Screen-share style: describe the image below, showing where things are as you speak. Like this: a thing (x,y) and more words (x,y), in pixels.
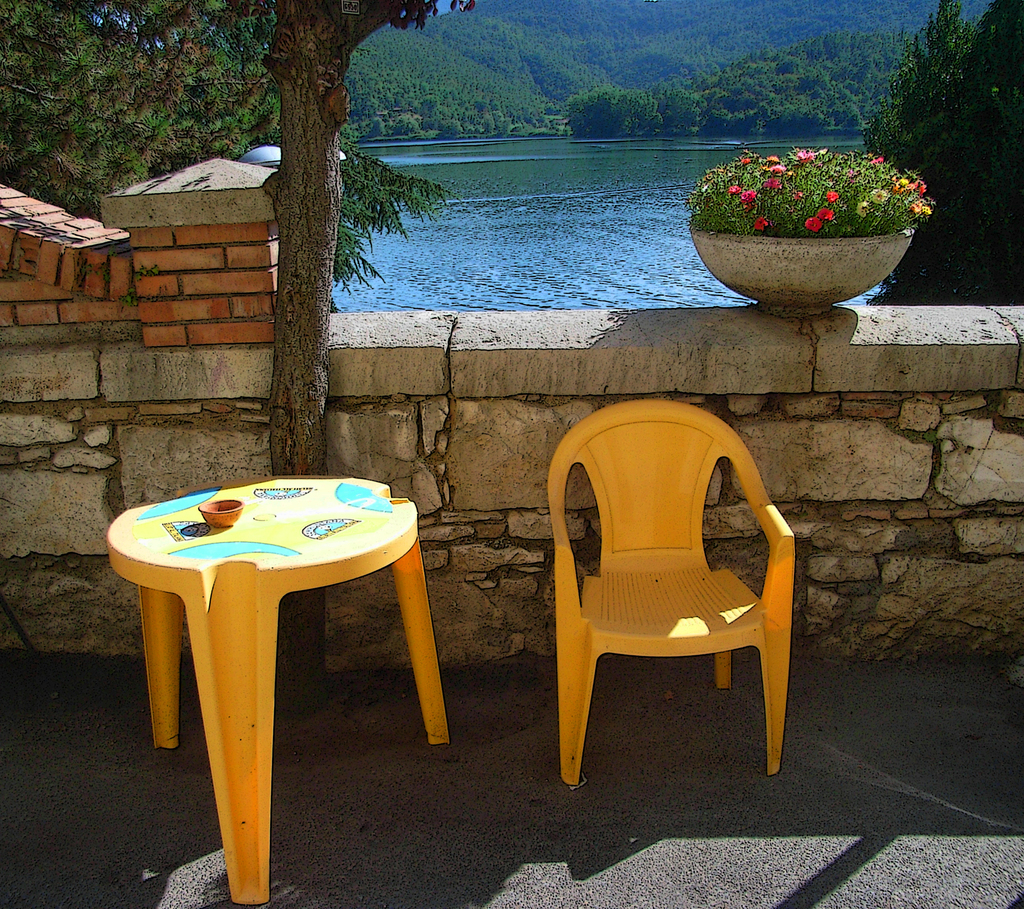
Here we have chair (673,589), table (145,631), both are yellow in color and on the table (258,533) we have some bowl (232,506) and these are placed on road (633,700). Here we have wall (851,348). behind it we have river (584,170) or lake (583,225) and also we have mountain (642,13). On the wall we have flower pot (908,199) and in the background (992,80) we have trees (931,107) to the left (148,90) and right.
